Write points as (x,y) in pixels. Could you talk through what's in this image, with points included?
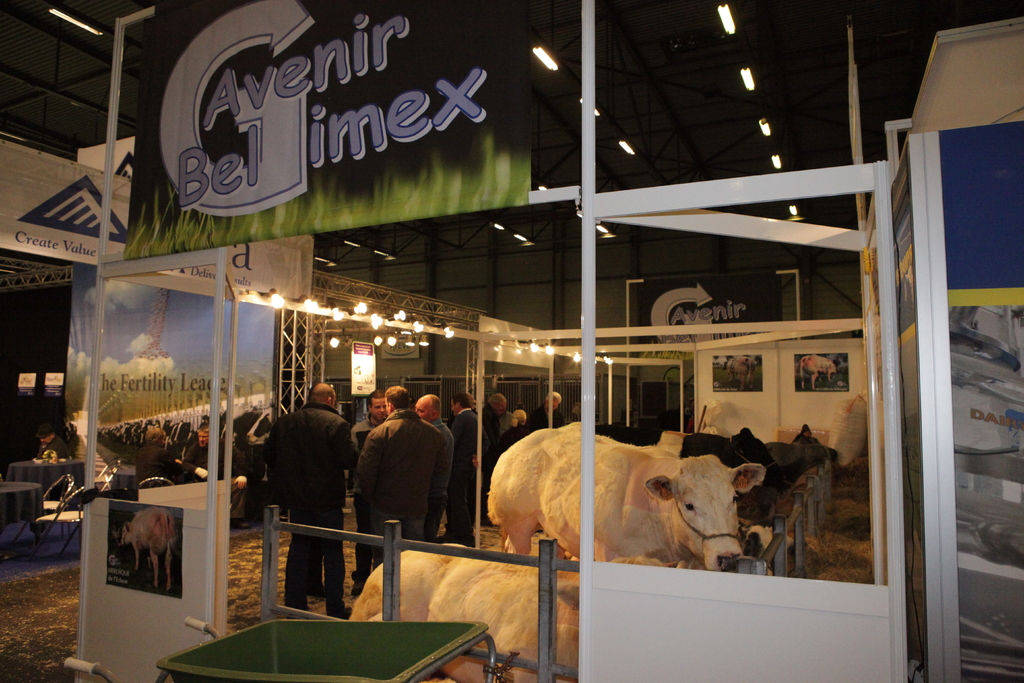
In this image in the front (358,628) there is a wheelbarrow (385,662) which is green in colour. In the center (651,450) there is a fence (386,566) and there are animals (616,502) standing and sitting and on the left side (322,432) there are persons (445,438) standing and sitting. On the top (319,178) there lights (407,315) and there are boards (289,186) with some text (274,175) written on it.
